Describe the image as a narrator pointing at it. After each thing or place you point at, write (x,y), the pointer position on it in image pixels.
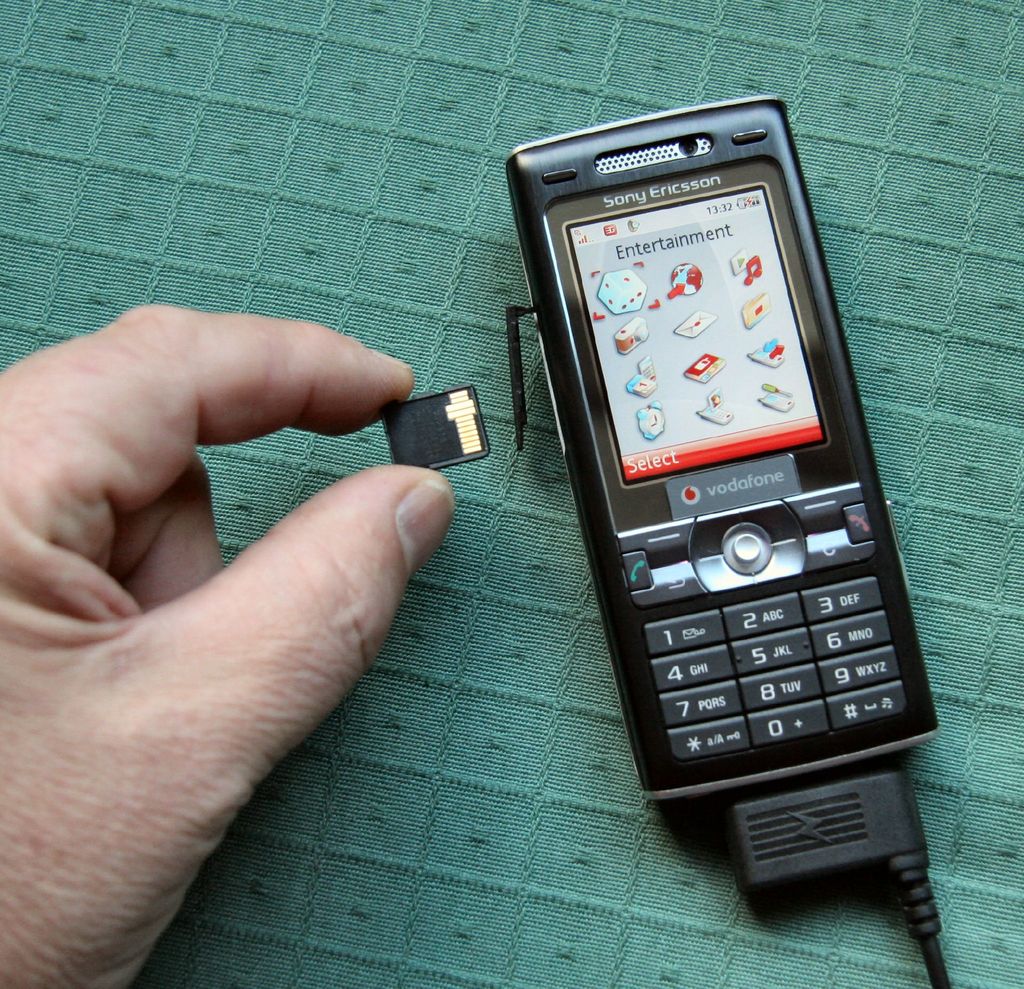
In this image I can see there is a mobile phone (675,173) placed on the green color surface (335,137) and there are icons (605,298) displayed on the screen (637,295), it is connected with a cable (861,777) and there is a person (141,646) holding the chip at left side (141,646).
